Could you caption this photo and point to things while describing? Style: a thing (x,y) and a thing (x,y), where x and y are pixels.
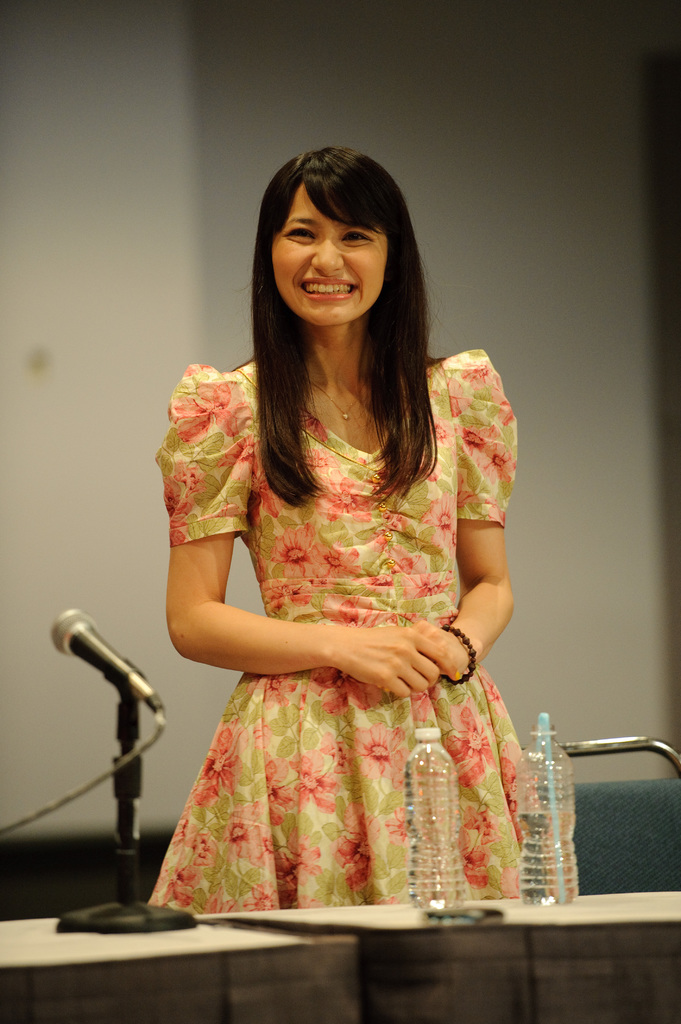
In this image there is a woman (395,453) standing. Before her there is a table (298,968) having a mike stand (123,663) and bottles (462,866). Background (64,518) there is a wall (467,178). Right side (626,866) there is a chair (601,850).
